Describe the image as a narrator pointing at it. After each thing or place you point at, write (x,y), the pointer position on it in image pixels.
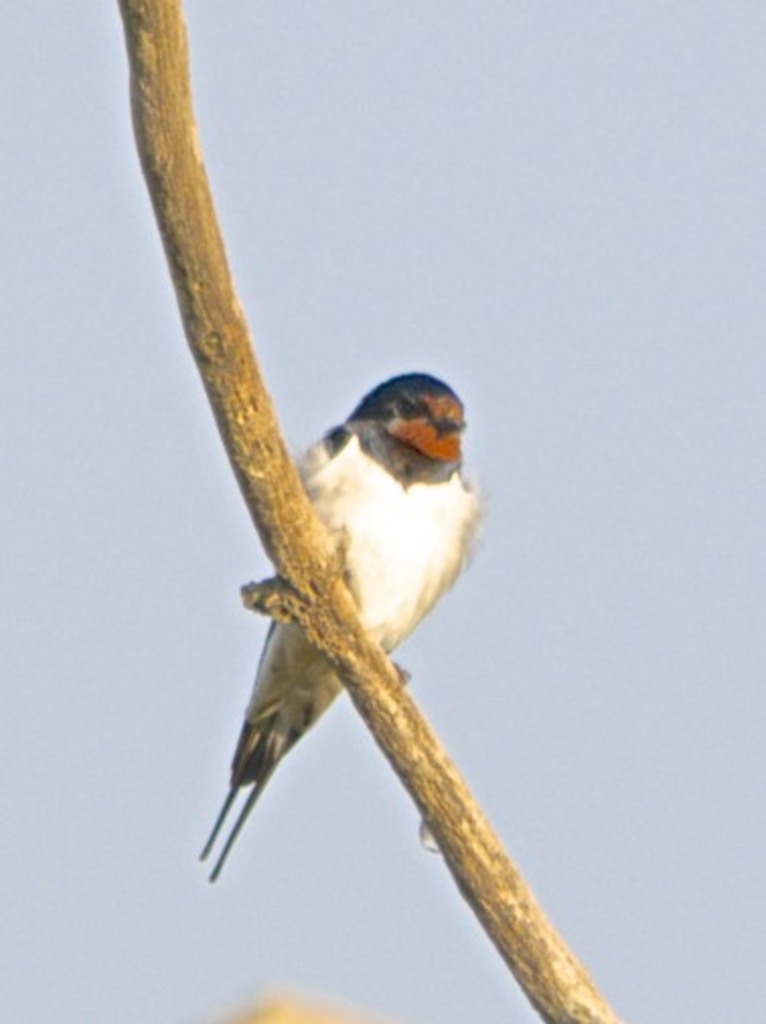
In this image, we can see a bird (402,517) on the stick (409,742) which is on the blue background.
